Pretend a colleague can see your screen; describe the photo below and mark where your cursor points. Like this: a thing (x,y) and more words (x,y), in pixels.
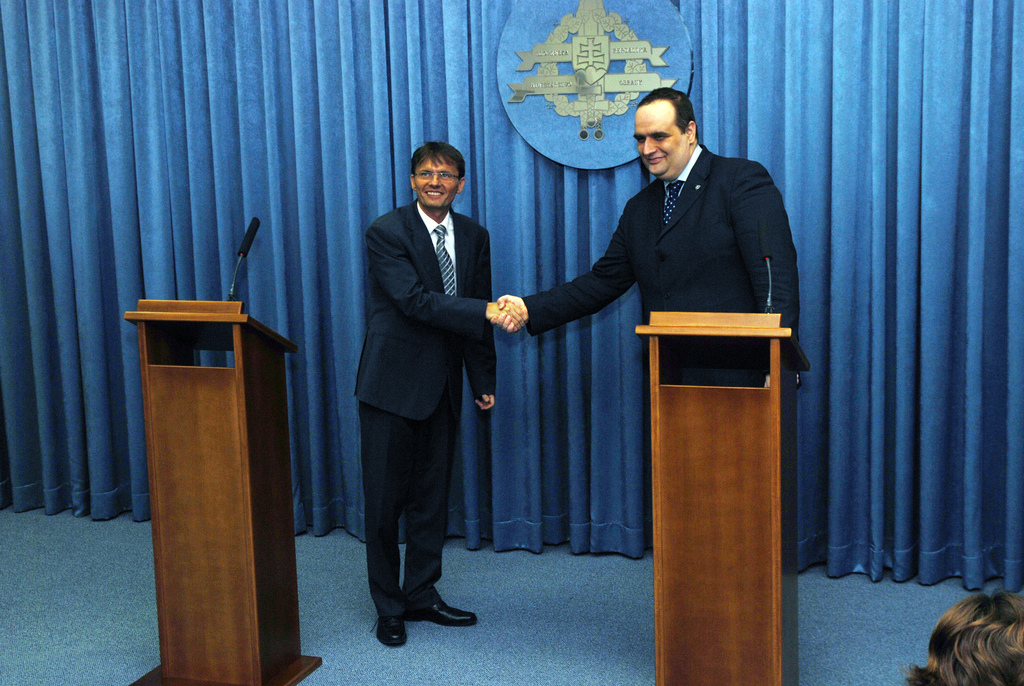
In this picture, we see two men (685,234) are standing. They are shaking their hands (520,303) and they are smiling. They are posing for the photo. The man (439,284) on the left side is wearing the spectacles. In front of them, we see the podiums (654,465) on which the microphones (768,298) are placed. Behind them, we see a sheet (208,168) in blue color and a board (540,99) or shield (599,131) in blue color. In the right bottom (964,599), we see the head (1001,626) of a person (964,647). At the bottom (456,663), we see the blue color carpet (81,636).
